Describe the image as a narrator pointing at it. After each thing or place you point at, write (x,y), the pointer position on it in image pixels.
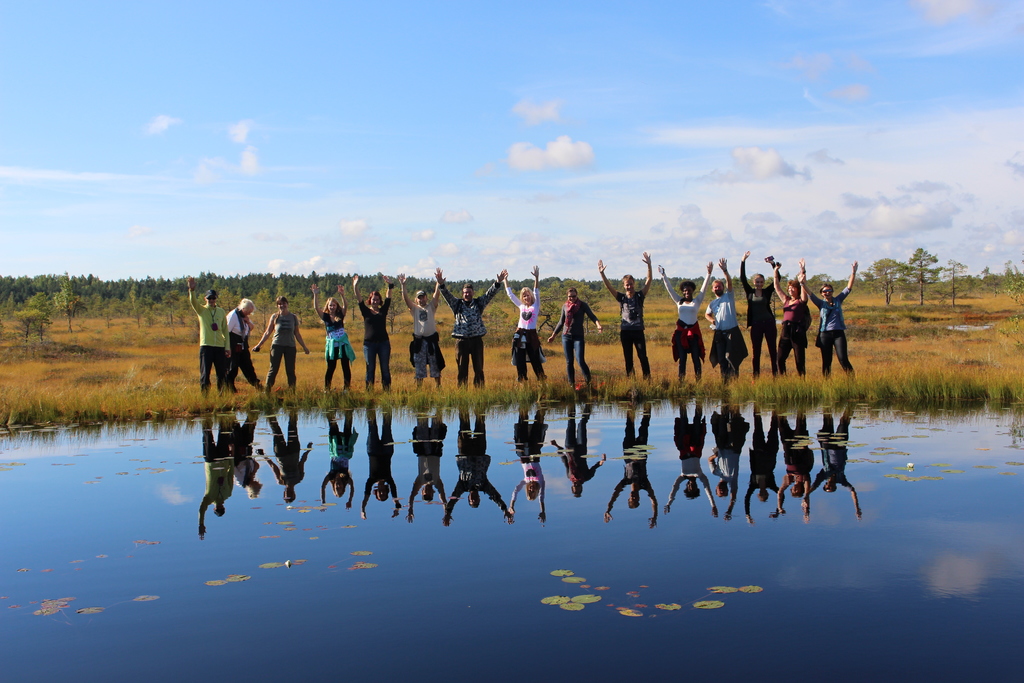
In this image, we can see people (663,275) standing and some are holding objects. In the background (919,272), there are trees (587,286). At the top (400,176), there are clouds (869,161) in the sky (475,198) and at the bottom (364,474), there is water (343,467) and we can see some shadows (463,443).
